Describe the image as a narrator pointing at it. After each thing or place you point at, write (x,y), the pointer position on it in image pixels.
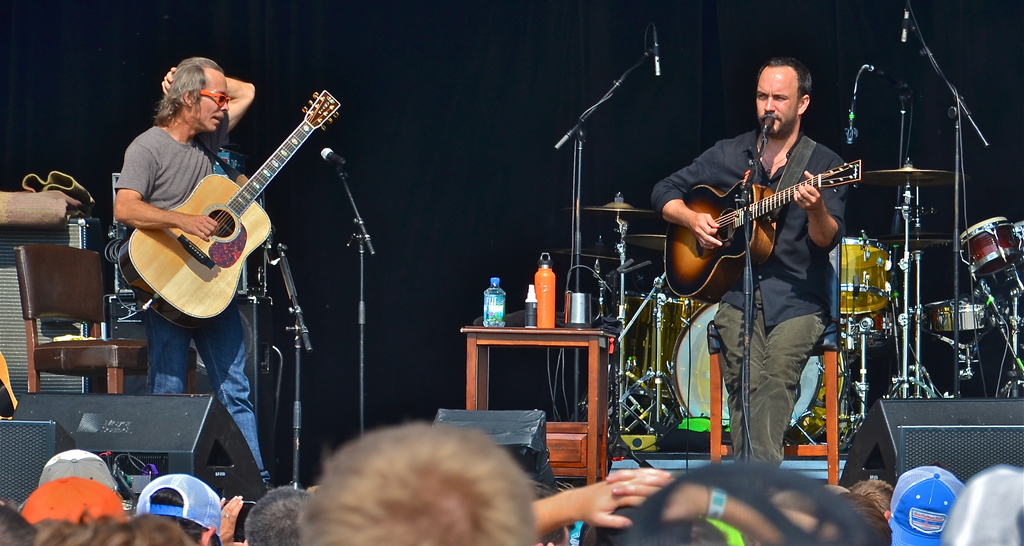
a musical show is going on. 2 people (751,350) are standing on the stage (299,265). a person (793,211) at the right (777,332) is playing guitar (734,227) and a microphone (750,198) is present in front of him. in between them there is a stool (548,335) on which there are water bottles (538,307). behind them there are microphones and drums (672,347). in the front (608,504) people (538,504) are standing and watching them. at the left (78,344) there is a chair (75,299) on the stage (66,322).
